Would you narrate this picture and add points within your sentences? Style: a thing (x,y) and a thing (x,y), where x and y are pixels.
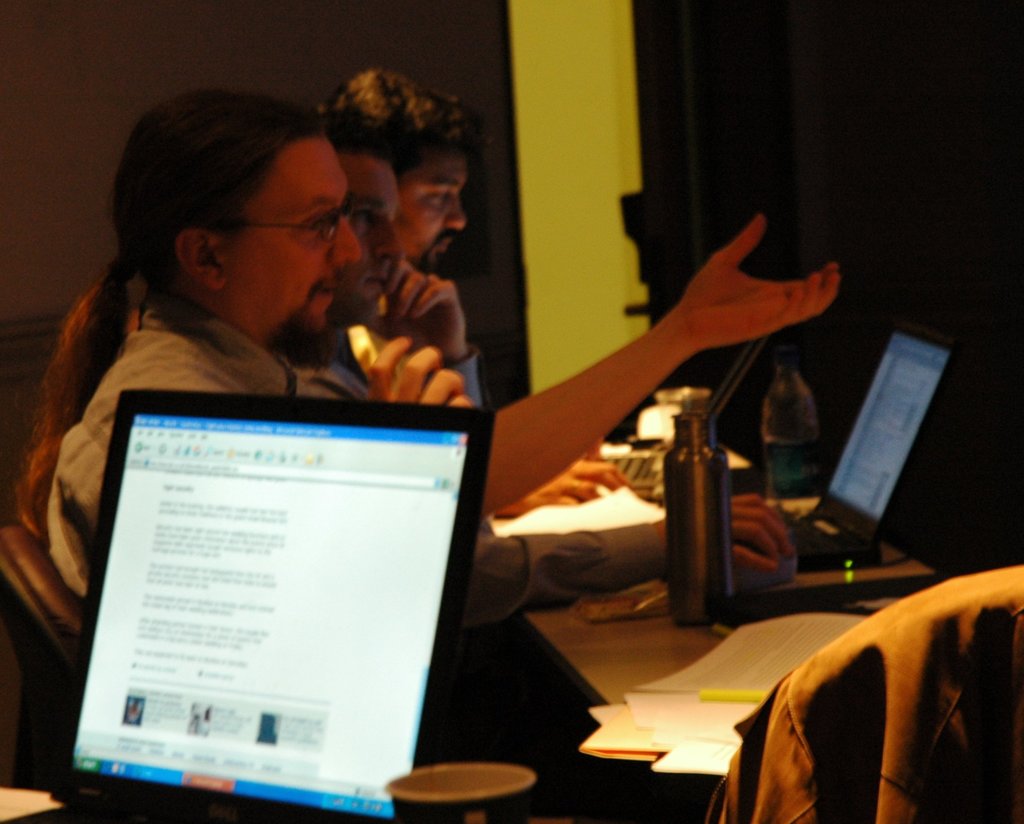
This image consist of three men (177,340). They are sitting in the chairs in front of table (613,654). On the table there are laptops (881,431), bottles (718,516), and papers (725,645). In the background (480,67), there is a wall (94,92) and door (677,155).
